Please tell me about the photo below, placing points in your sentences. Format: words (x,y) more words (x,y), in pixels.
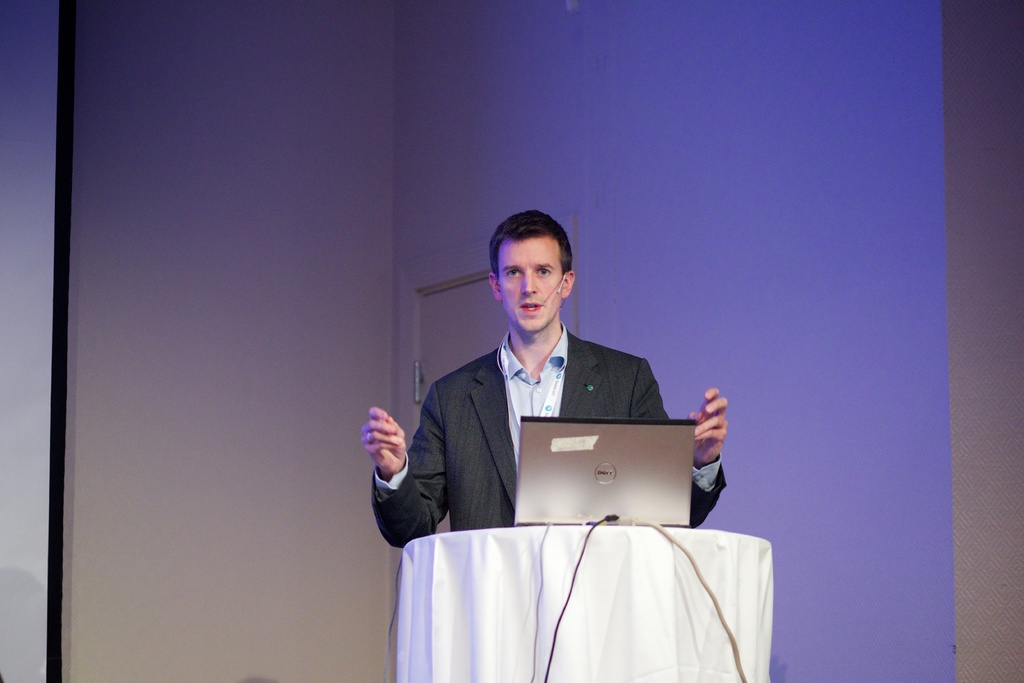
In this image I can see a man (477,511) and I can see he is wearing blazer (604,366) and shirt (525,387). I can also see white cloth (558,596), few wires (717,605) and a laptop (526,484).
